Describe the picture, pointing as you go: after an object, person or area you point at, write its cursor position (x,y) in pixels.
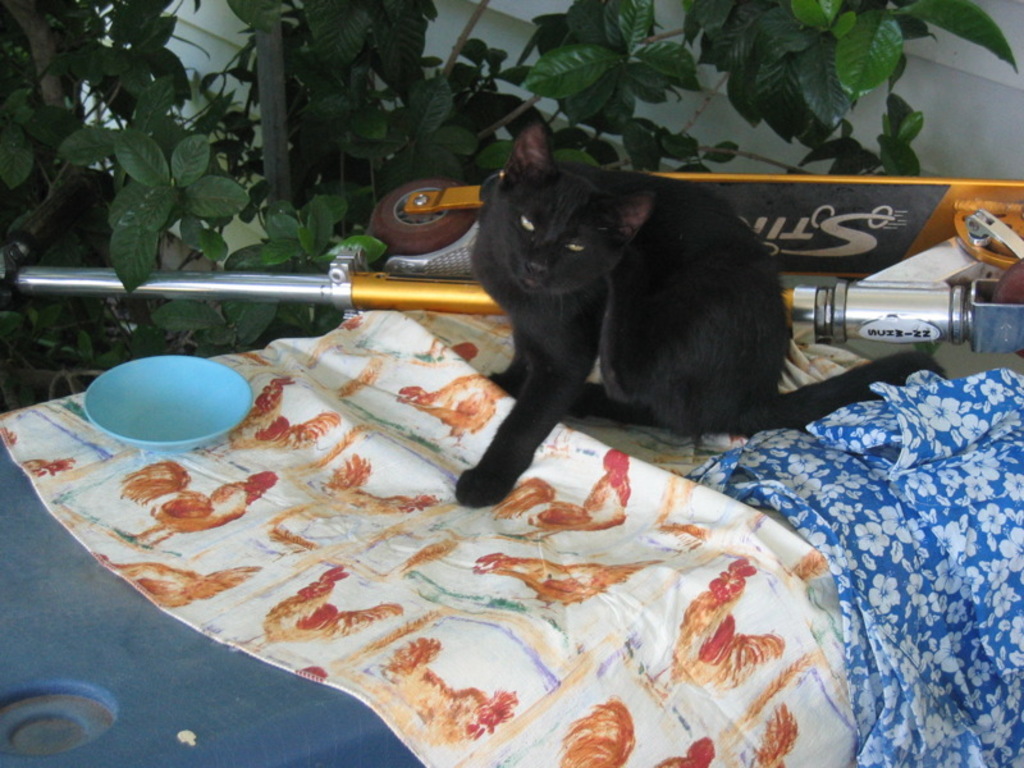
In this image, in the middle (657,362), we can see a cat (637,246) sitting on the table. On that table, we can see two cloths (851,528) and a bowl (201,425). In the background (940,259), we can see a rod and a vehicle (879,242), we can also see some trees (793,97) and a wall (941,105).
